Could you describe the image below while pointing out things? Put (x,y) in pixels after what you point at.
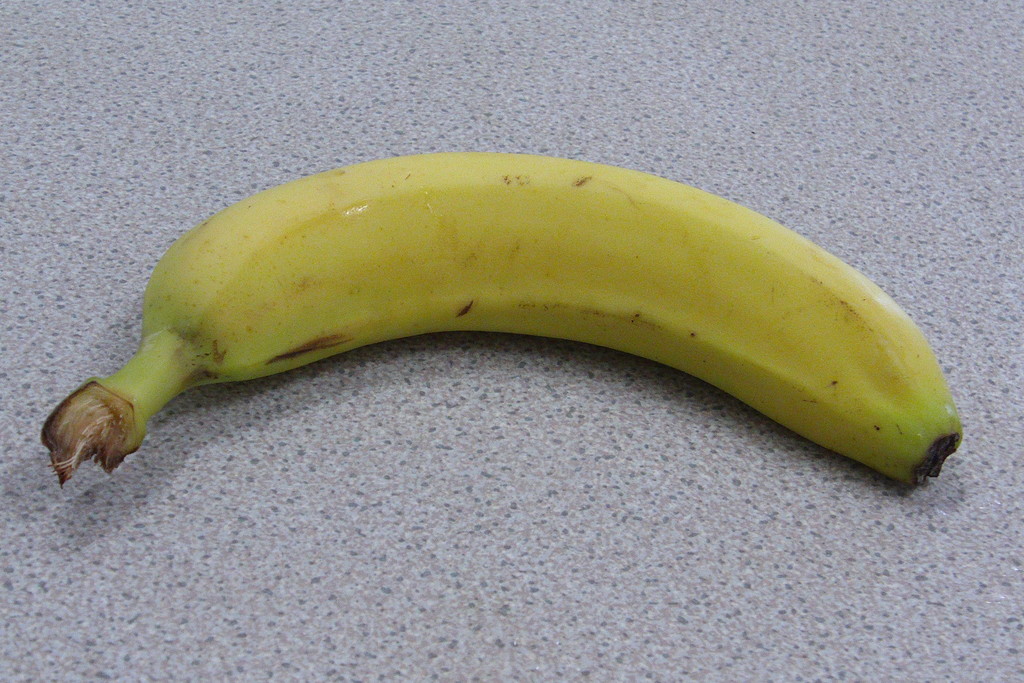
In the center of the image (416,251) we can see a banana (588,320) placed on the surface (578,574).
